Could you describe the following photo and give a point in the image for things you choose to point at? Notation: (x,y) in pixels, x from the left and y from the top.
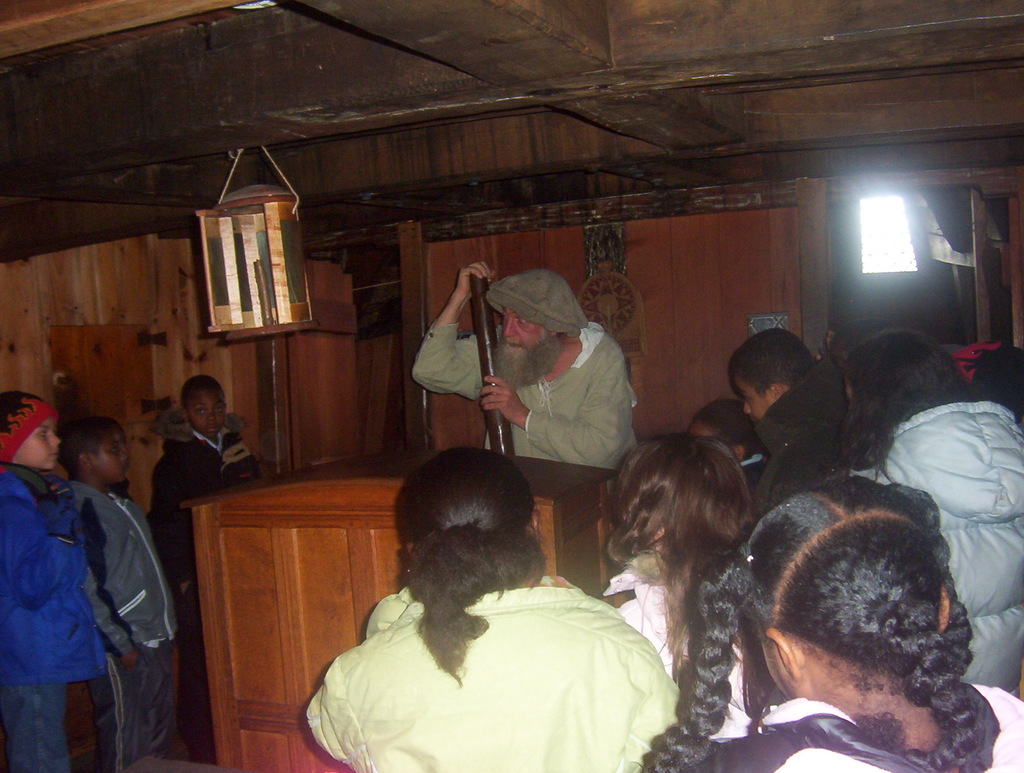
In this picture we can see a few people (149,533). There is a man (455,363) holding a wooden object (495,443) in his hand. There is a desk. We can see a few objects (266,217) in the background (774,324).
